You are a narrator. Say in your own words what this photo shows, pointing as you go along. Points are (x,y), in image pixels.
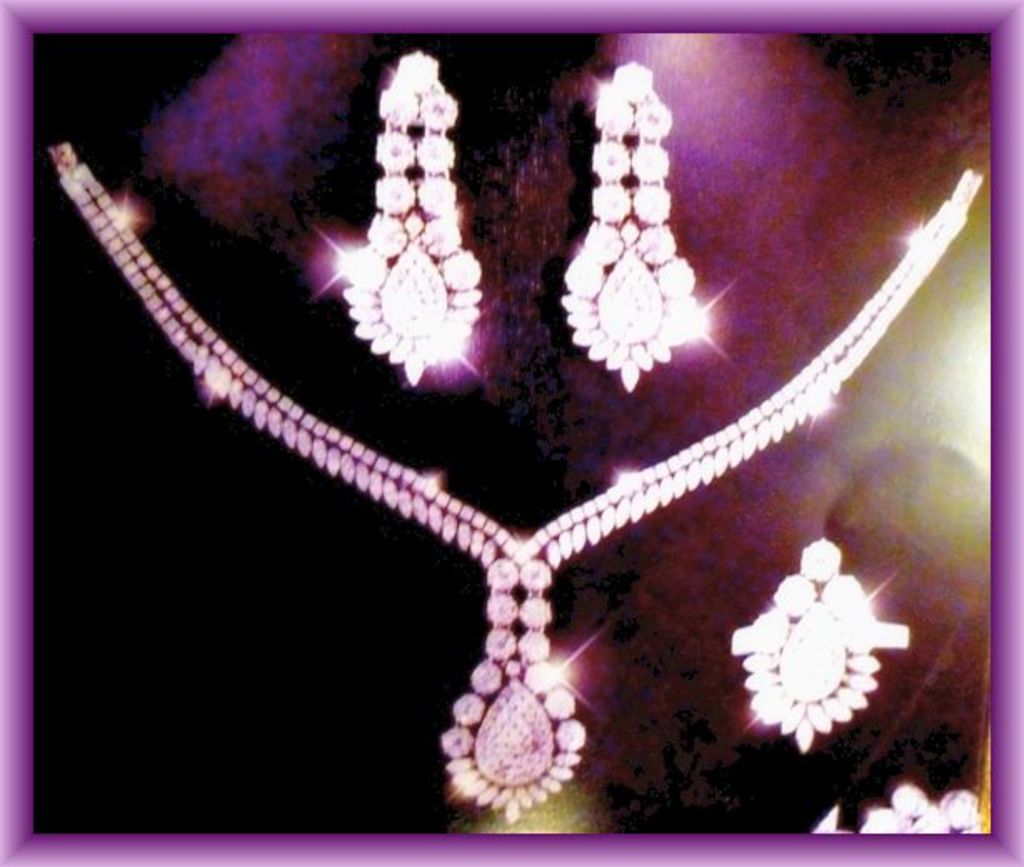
In this picture we can see jewelry (446,141). In the background of the image (715,599) it is violet.
